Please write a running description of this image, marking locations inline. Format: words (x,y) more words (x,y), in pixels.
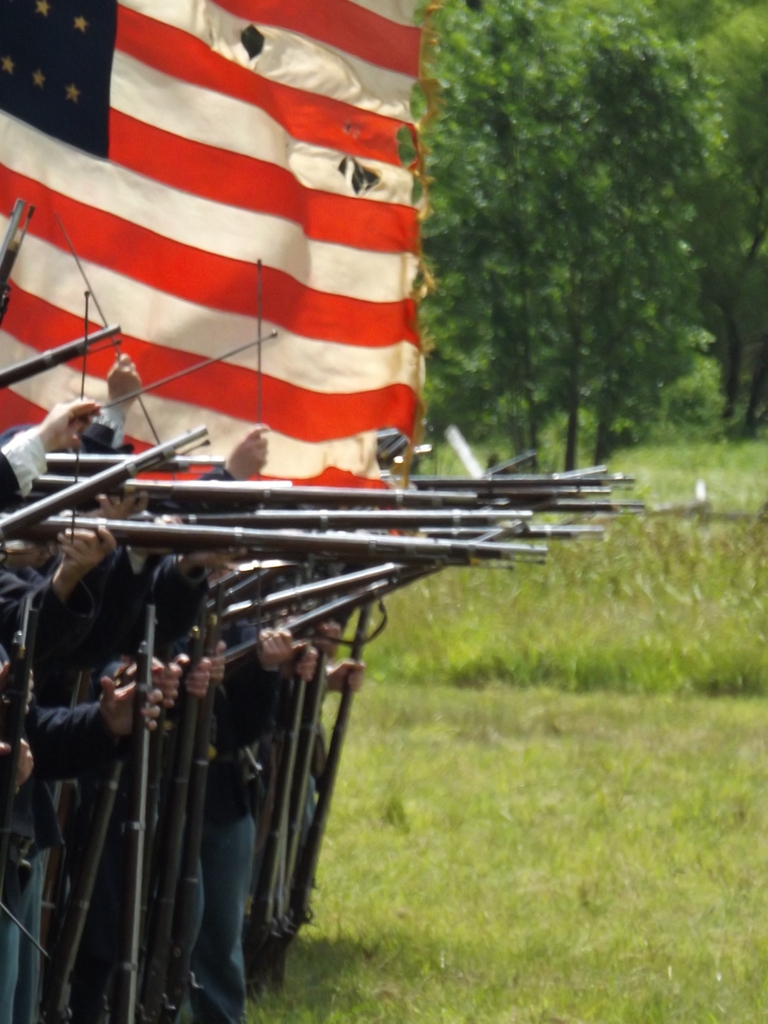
On the left (37,669) there are soldiers (119,714) holding guns (193,485) and there is a flag (252,139). In the background (632,202) there are trees (639,370), shrubs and grass (636,594).
